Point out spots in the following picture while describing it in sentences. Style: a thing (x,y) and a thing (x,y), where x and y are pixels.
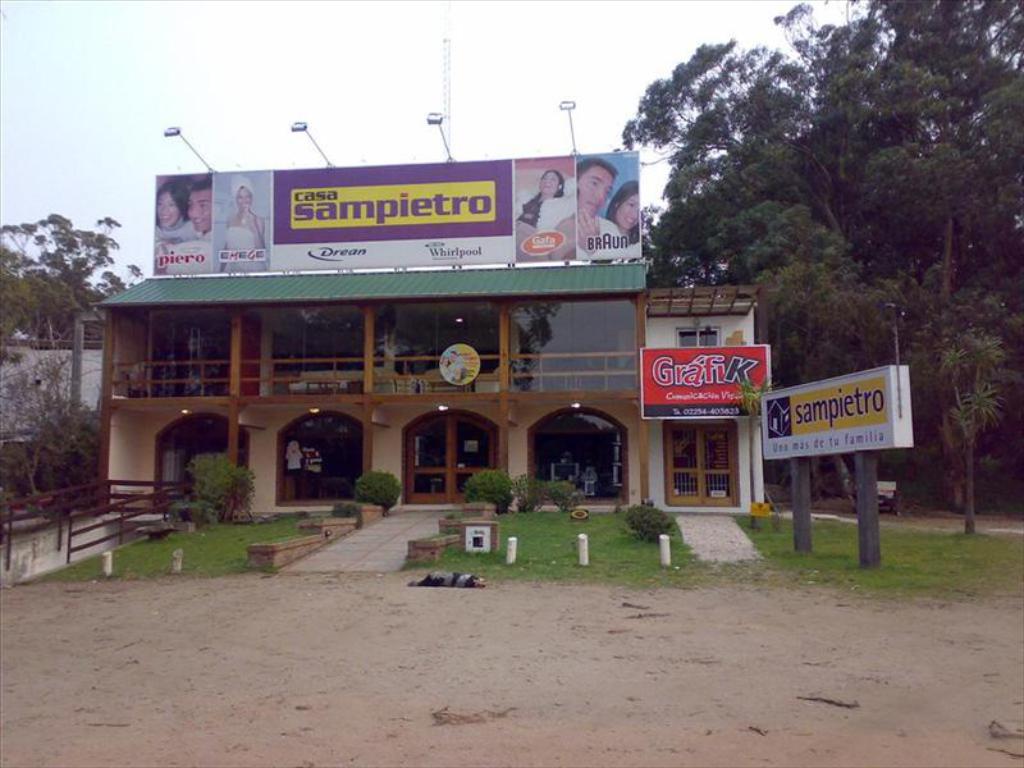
In this image there is a building (409,380) in the middle (437,380). In front of the building (338,454) there is a garden (232,502) in which there are small plants (249,502). At the top (353,231) there is a hoarding (383,213). On the right side (838,196) there are trees (838,196). At the top (259,57) there is the sky (270,44). On the right side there is a board (790,440) on the ground (835,572).
